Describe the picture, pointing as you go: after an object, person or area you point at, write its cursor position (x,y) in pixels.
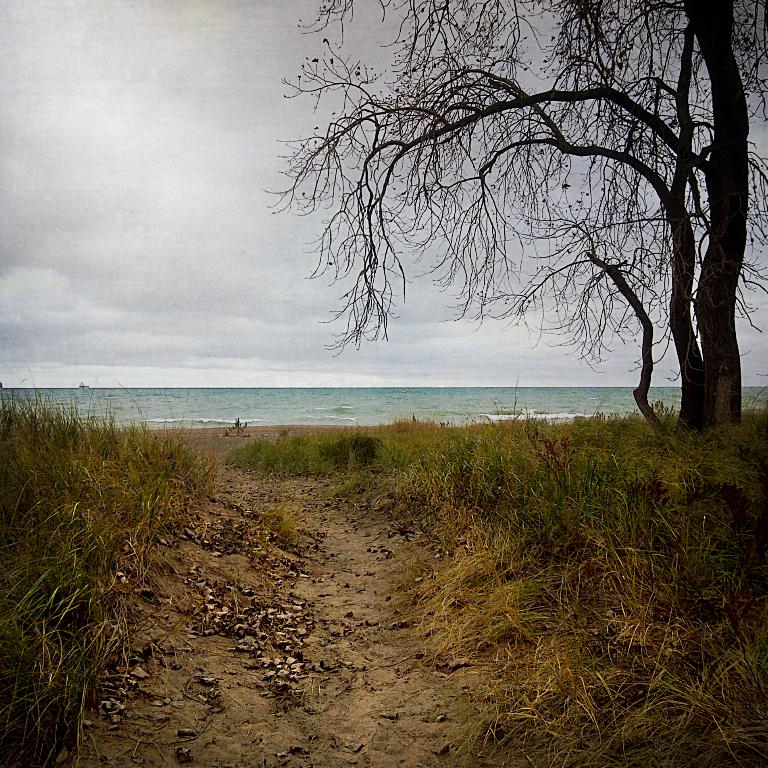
In this picture we can see some grass (31,644) and few leaves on the path (376,607). There is a tree (667,268) on the right side (732,234). We can see some water (163,409) in the background (153,409). Sky (231,198) is cloudy.
